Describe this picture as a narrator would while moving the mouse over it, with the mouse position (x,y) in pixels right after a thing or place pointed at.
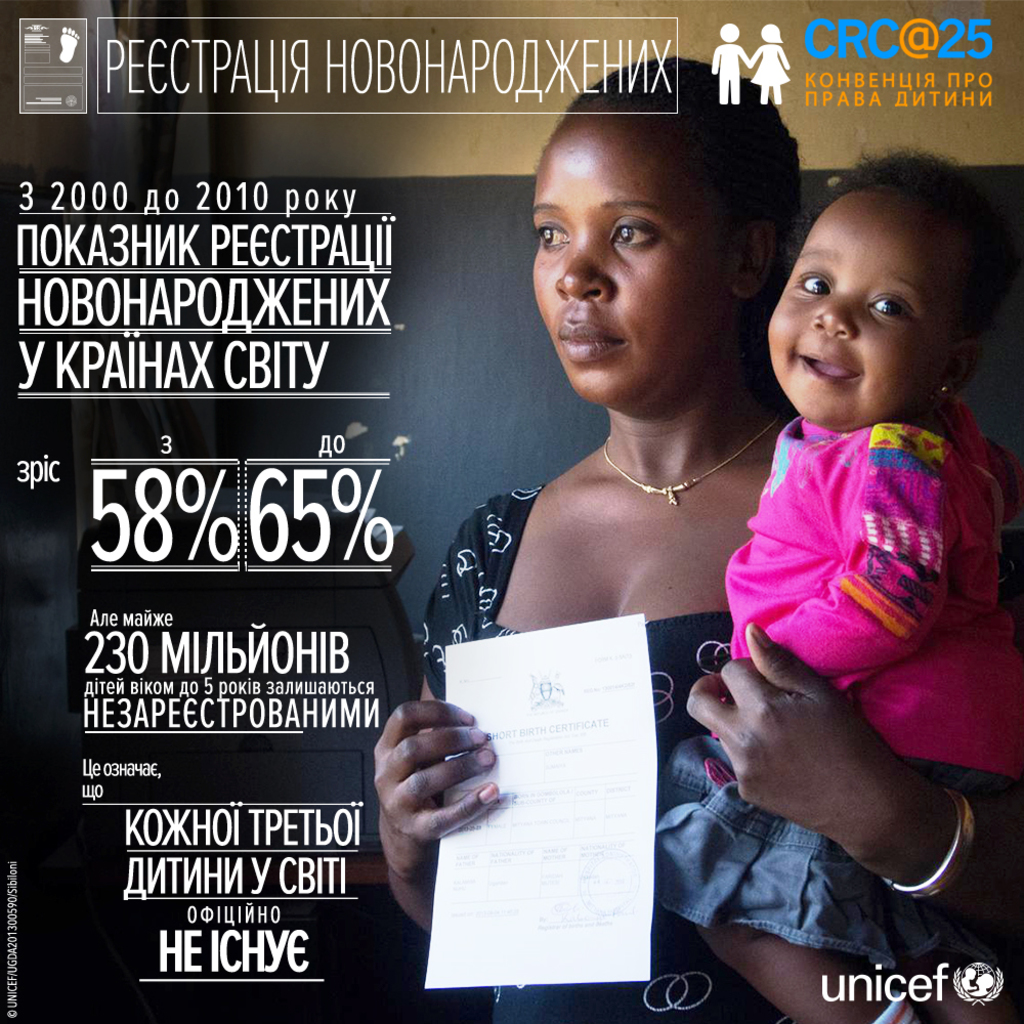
The picture looks like a poster. On the picture we can see text (363,282). Towards right (997,848) we can see a woman (521,578) and a child (815,552). The woman (721,530) is holding a certificate (524,778). In the background (402,159) it is wall (456,272).
